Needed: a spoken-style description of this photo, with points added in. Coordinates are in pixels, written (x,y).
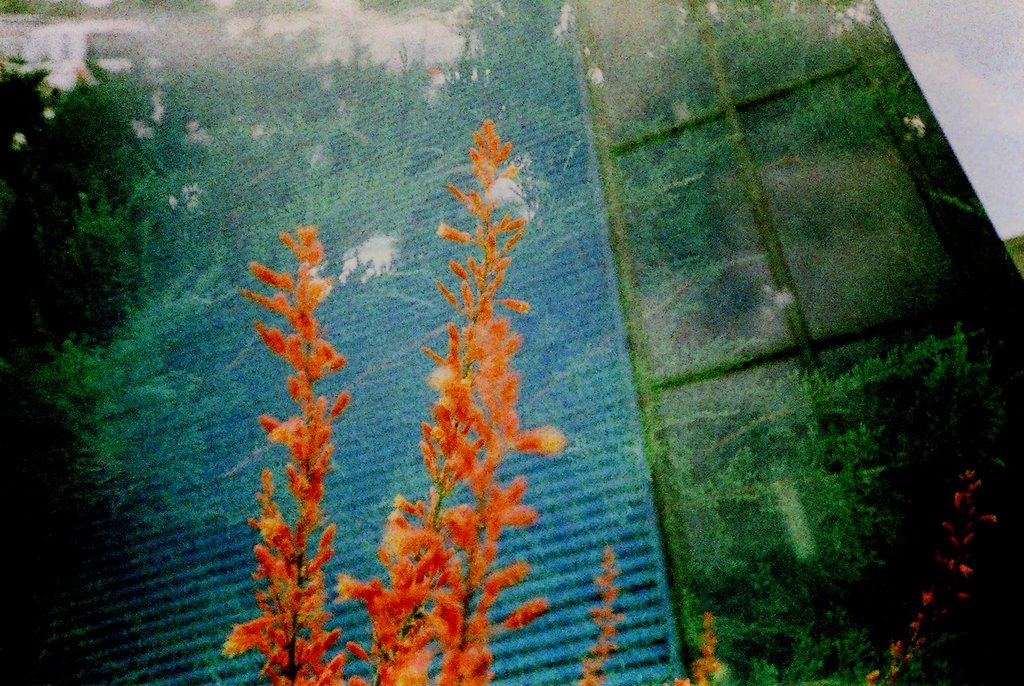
In this picture I can see there are plants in the middle (508,245), it looks like an edited image.
